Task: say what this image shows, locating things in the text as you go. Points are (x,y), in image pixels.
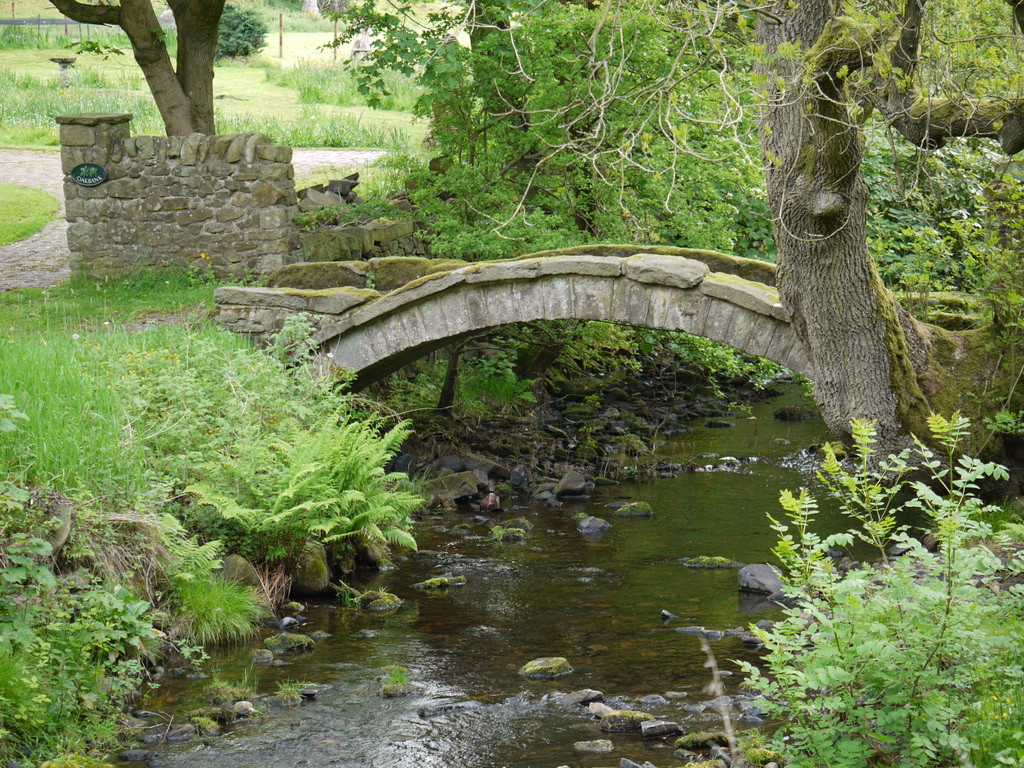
In this image on the left (160,452) and right side, I can see the grass (153,424). In the middle (503,300) I can see the bridge (545,274) and the water (569,639). In the background (601,184), I can see the trees (542,148).
